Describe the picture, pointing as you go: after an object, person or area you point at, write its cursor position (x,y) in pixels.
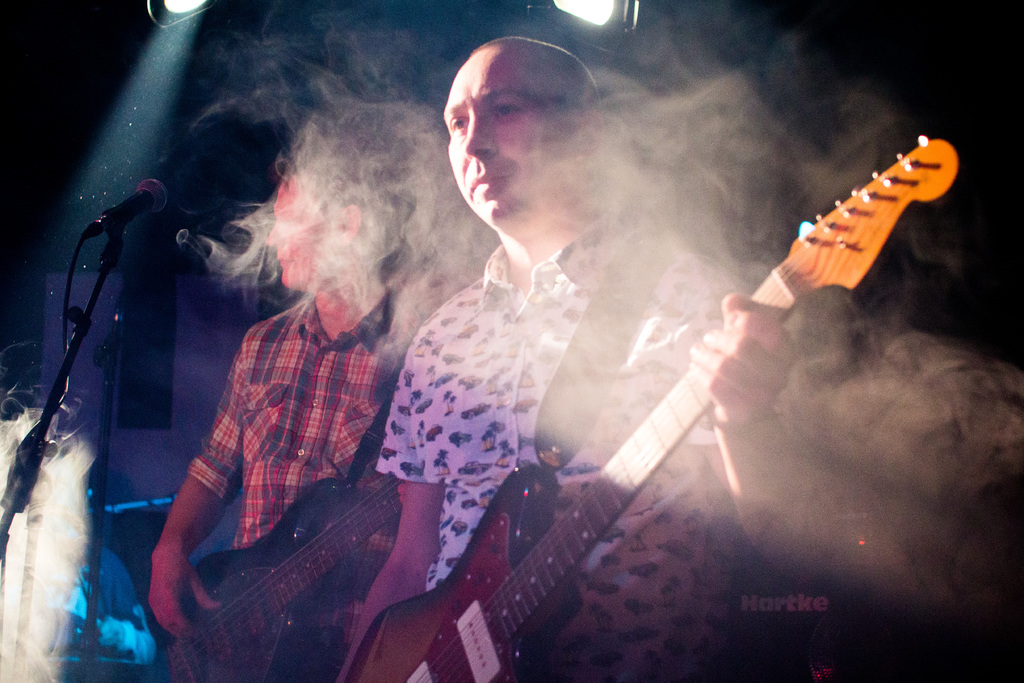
there are two persons (381,292) playing guitar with microphone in front of them.
